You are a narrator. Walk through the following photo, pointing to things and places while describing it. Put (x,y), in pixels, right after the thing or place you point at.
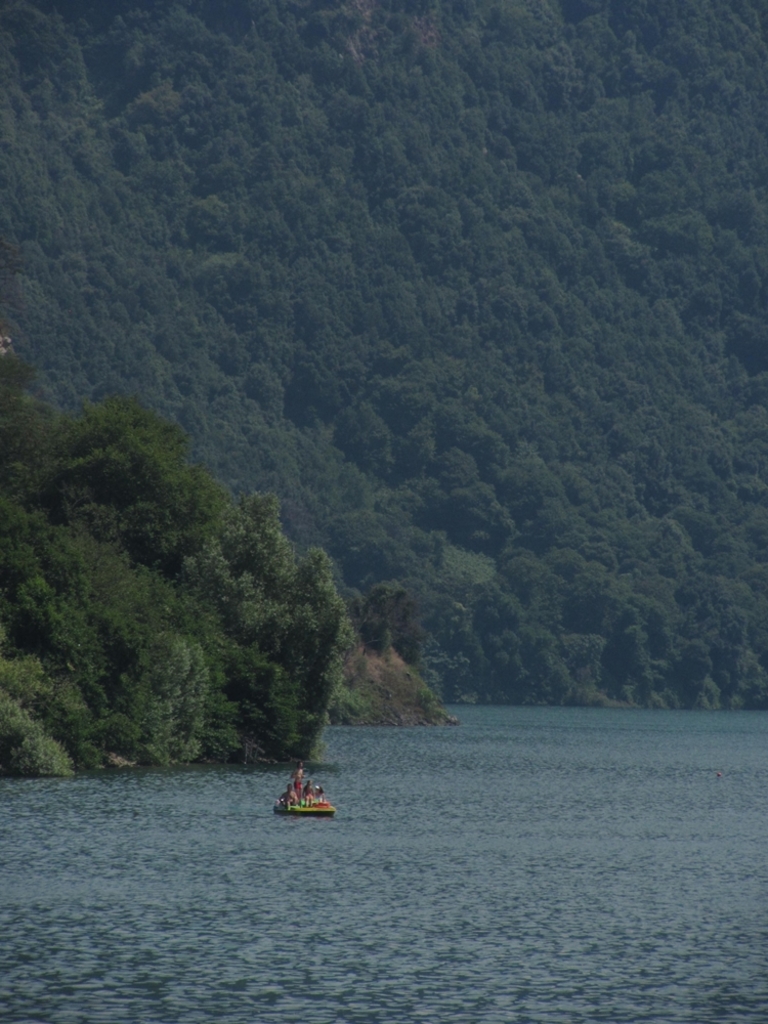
In this image there are some persons (303,794) boating on the surface of the river (440,891). In the background (457,524) we can see a mountain (185,353) with full of trees (436,603).
